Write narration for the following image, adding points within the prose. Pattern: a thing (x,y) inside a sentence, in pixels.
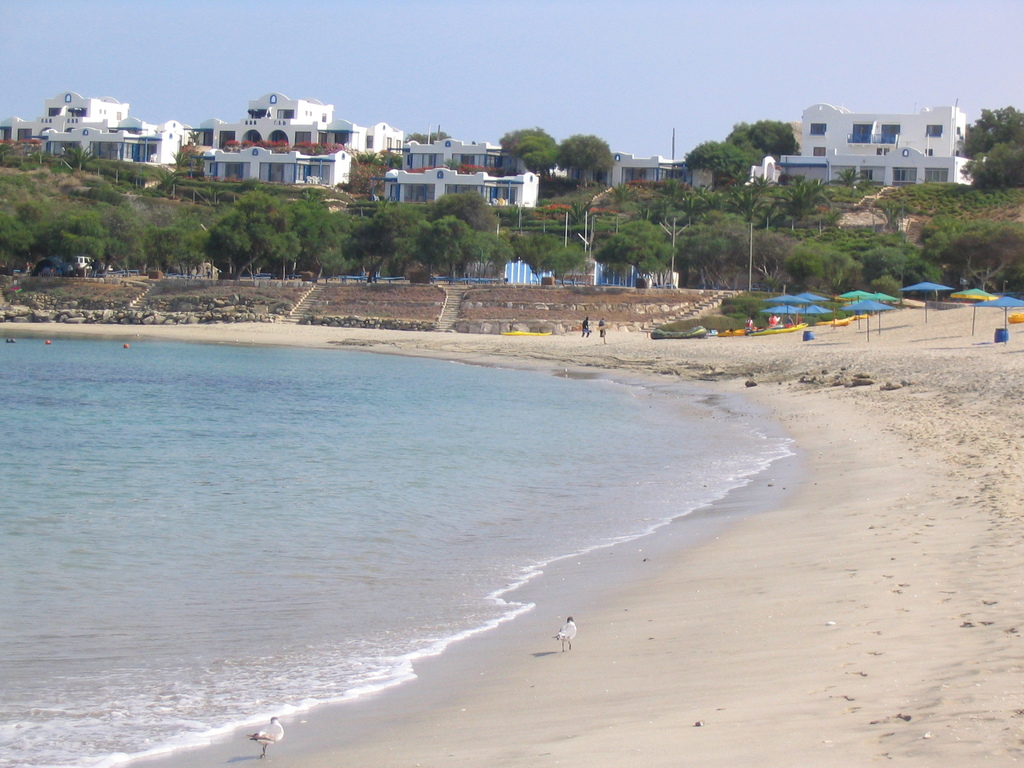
In this picture I can see the sand (775,483) on which there are 2 birds (260,741) and I can see the water (312,421). In the background (446,35) I can see the umbrellas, few people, number of trees (485,231), buildings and the sky (315,41). I can also see few poles (579,235).
